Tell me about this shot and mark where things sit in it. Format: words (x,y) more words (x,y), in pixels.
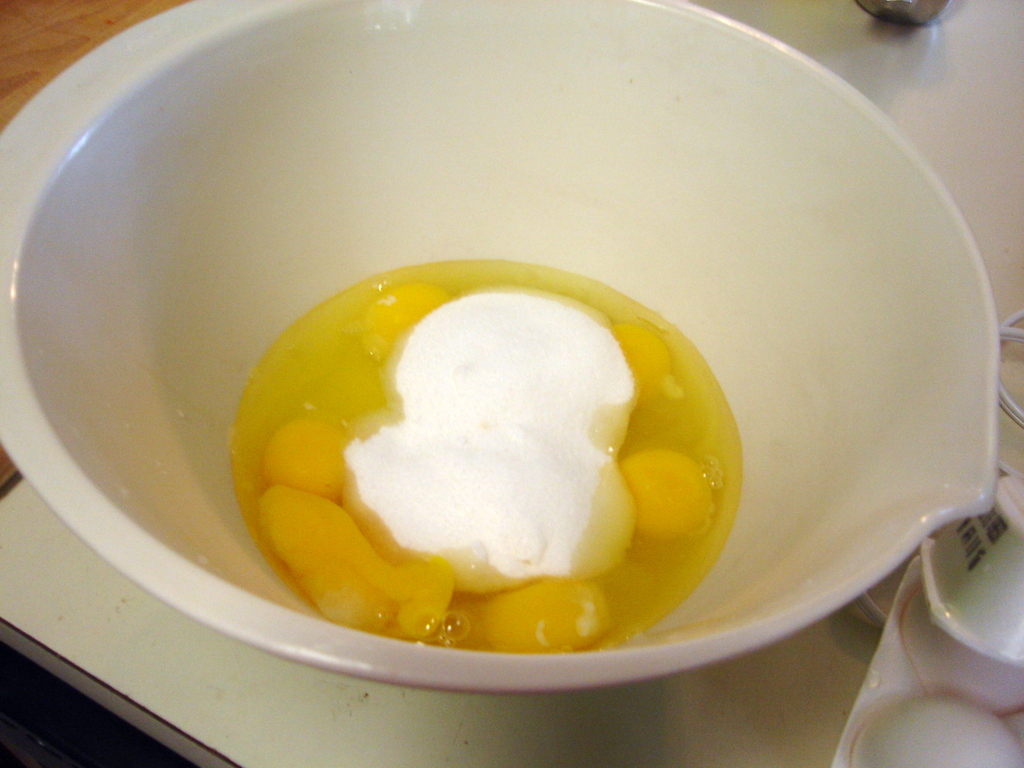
In this image we can see some food (511,519) in a bowl (168,535) which is placed on the table (567,702).
